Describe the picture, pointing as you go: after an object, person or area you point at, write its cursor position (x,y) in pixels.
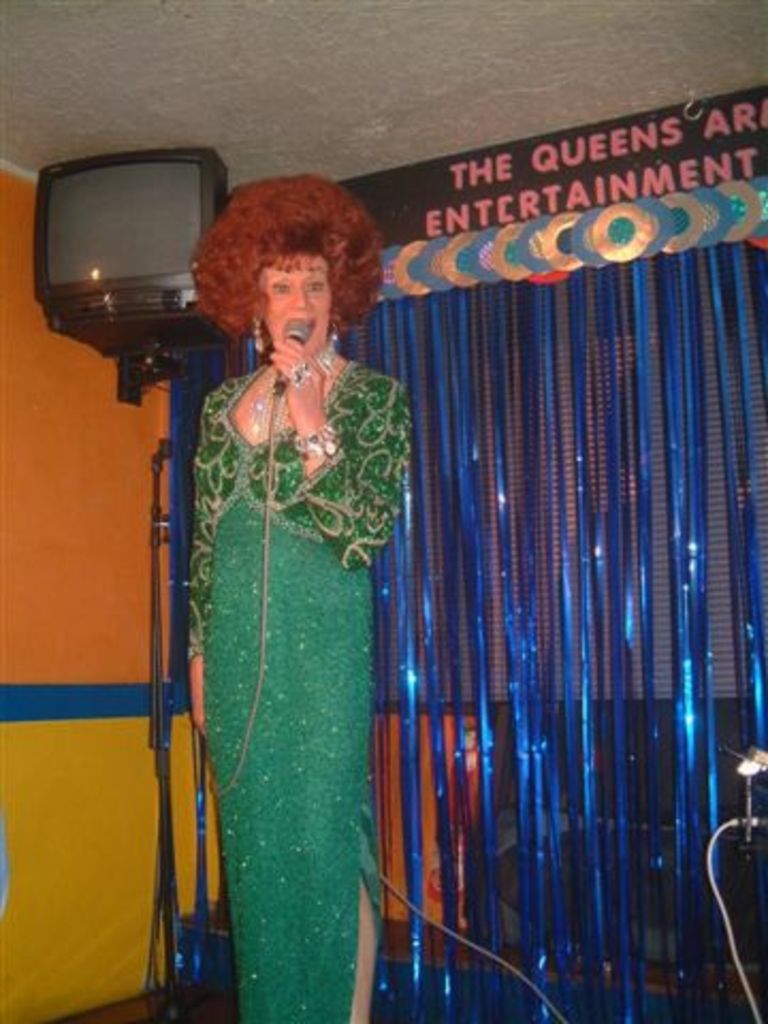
In this image, we can see a woman (235,469) is holding a microphone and standing. Background (149,718) we can see rods (152,707), decorative objects (474,681), wall (34,760), television (159,263), wires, banner (716,181) and few things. Top of the image (489,97), we can see the ceiling (450,103).
